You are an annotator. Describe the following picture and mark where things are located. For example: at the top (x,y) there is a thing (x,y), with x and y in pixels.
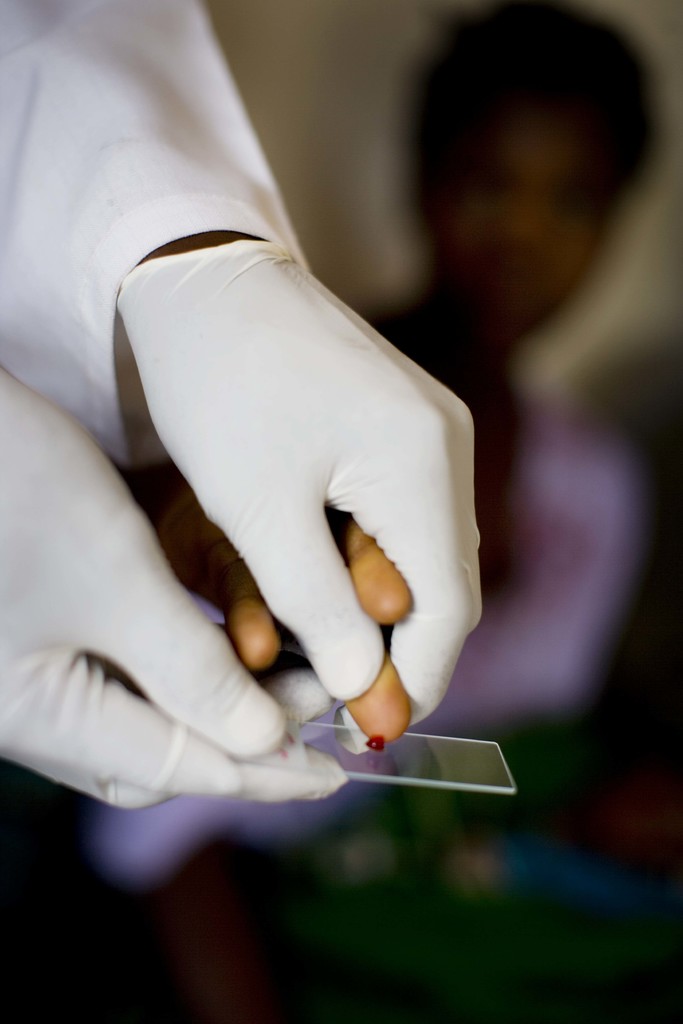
This picture describe about the lab technician (228,372) who is wearing a white gloves (340,388) in the hand (320,604) and taking a blood sample (377,743) on the glass (382,764) holding a small boy hand (367,596). Behind there is a blur background (364,177).
